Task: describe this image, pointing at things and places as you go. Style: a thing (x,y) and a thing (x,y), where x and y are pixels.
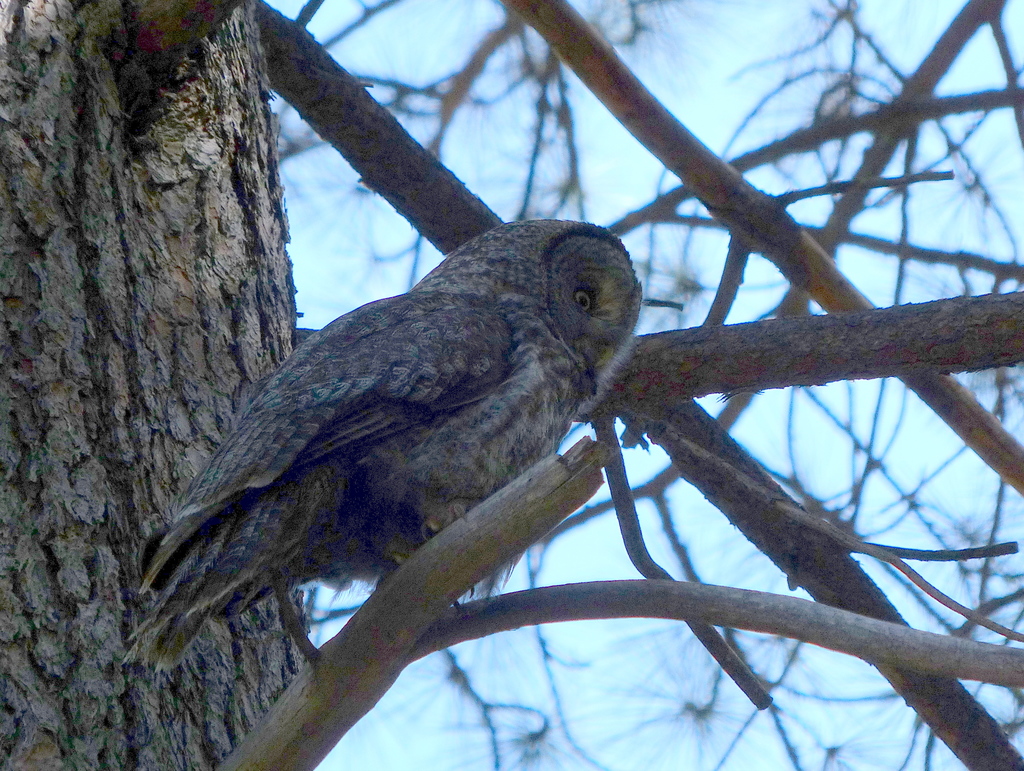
In this image there is a bird (369,413) on the branch (515,495). Left side (32,283) there is a tree trunk (158,360). Right side (996,439) there are branches (746,604). Background (813,469) there is sky (696,71).
